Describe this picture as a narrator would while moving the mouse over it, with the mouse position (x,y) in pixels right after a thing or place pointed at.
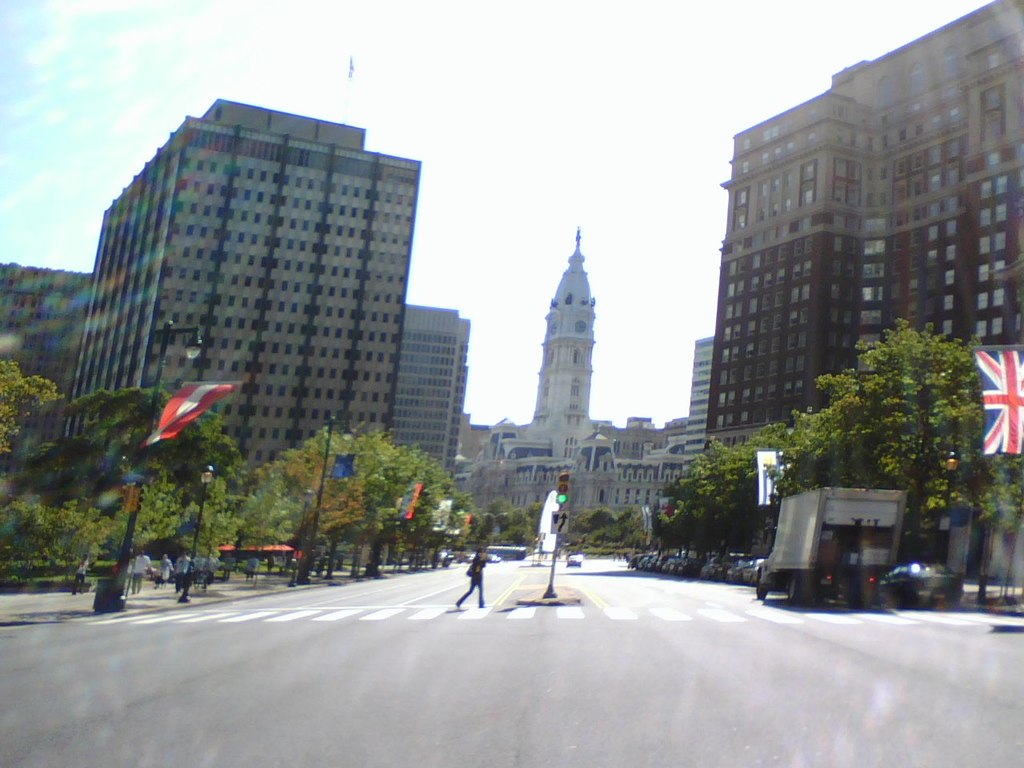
There is a road (629,666). On the road (381,636) there is a zebra crossing (557,618) and a person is walking on the zebra crossing (526,609). There are vehicles (790,581) on the sides of the road (685,580). There is a traffic signal (562,502) with a pole (553,520). Also there are trees (703,469), flags (1023,434) with poles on the sides of the road (608,597). In the back (607,307) there are buildings (390,306), sky (541,197). Some people (201,581) are walking on the sides of the road (602,672).
